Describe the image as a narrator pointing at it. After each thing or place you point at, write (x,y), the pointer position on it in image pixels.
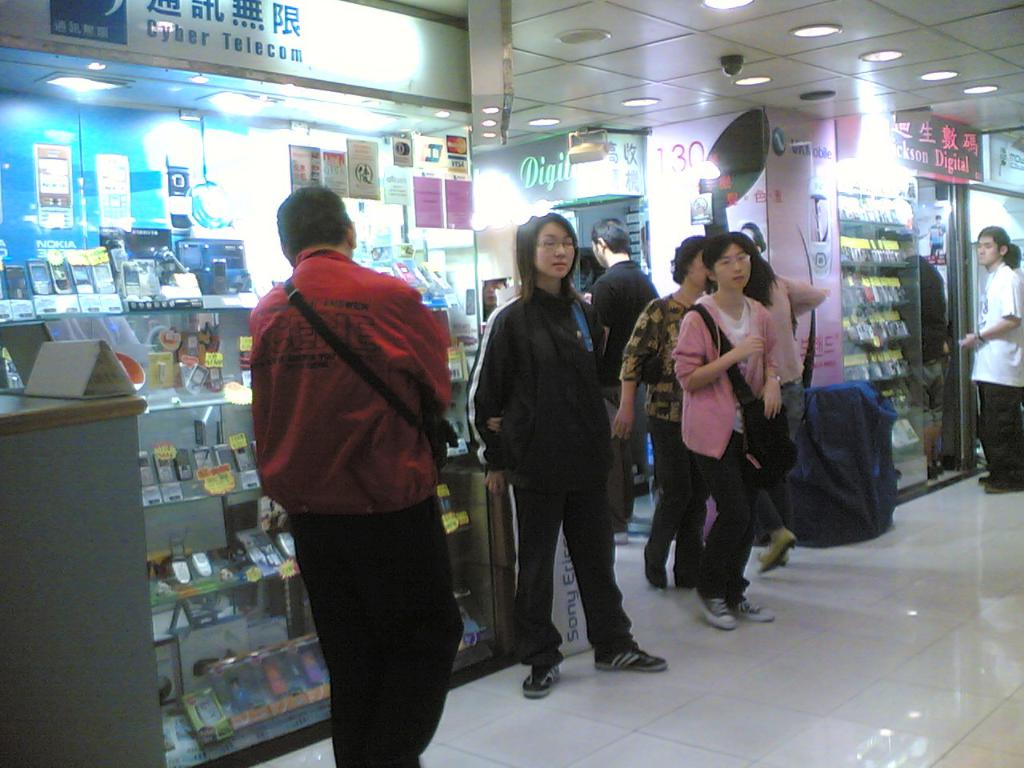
Here we can see few persons (927,297) on the floor (904,566). There are stores (972,258), boards (966,176), mobiles (221,268), and lights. This is ceiling (864,105).
